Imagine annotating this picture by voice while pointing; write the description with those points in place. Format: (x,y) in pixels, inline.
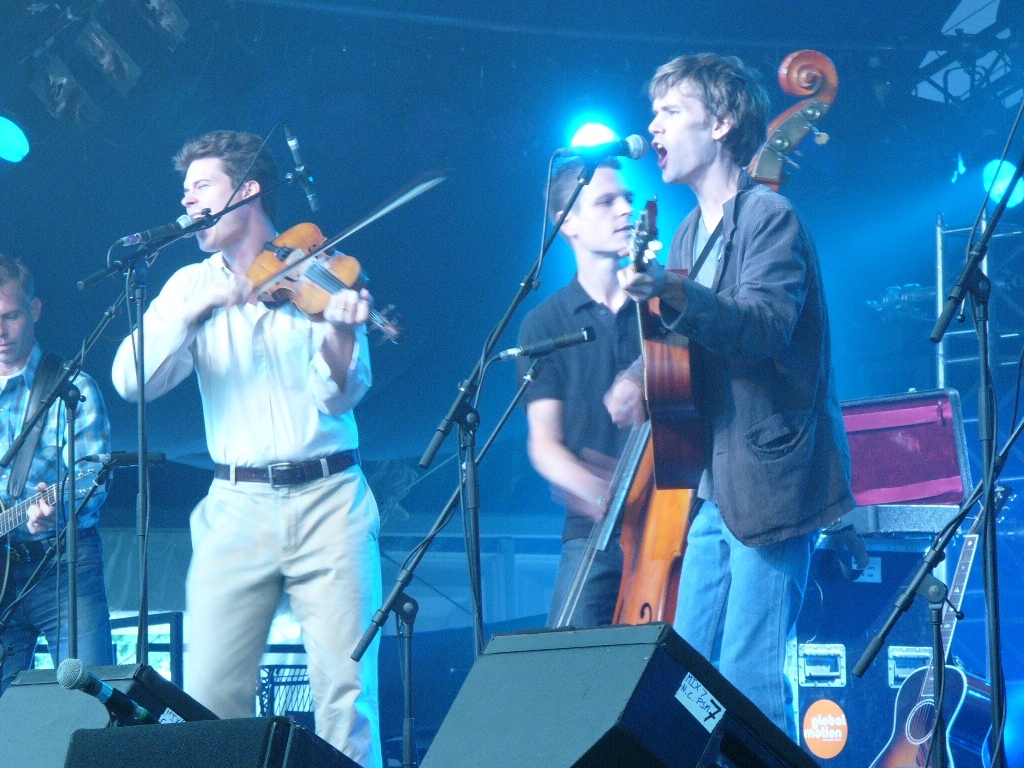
In this image I can see the group of people (366,339) standing in-front of the mic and playing the musical instrument (666,503). In the background (590,139) there is a light (575,138).
